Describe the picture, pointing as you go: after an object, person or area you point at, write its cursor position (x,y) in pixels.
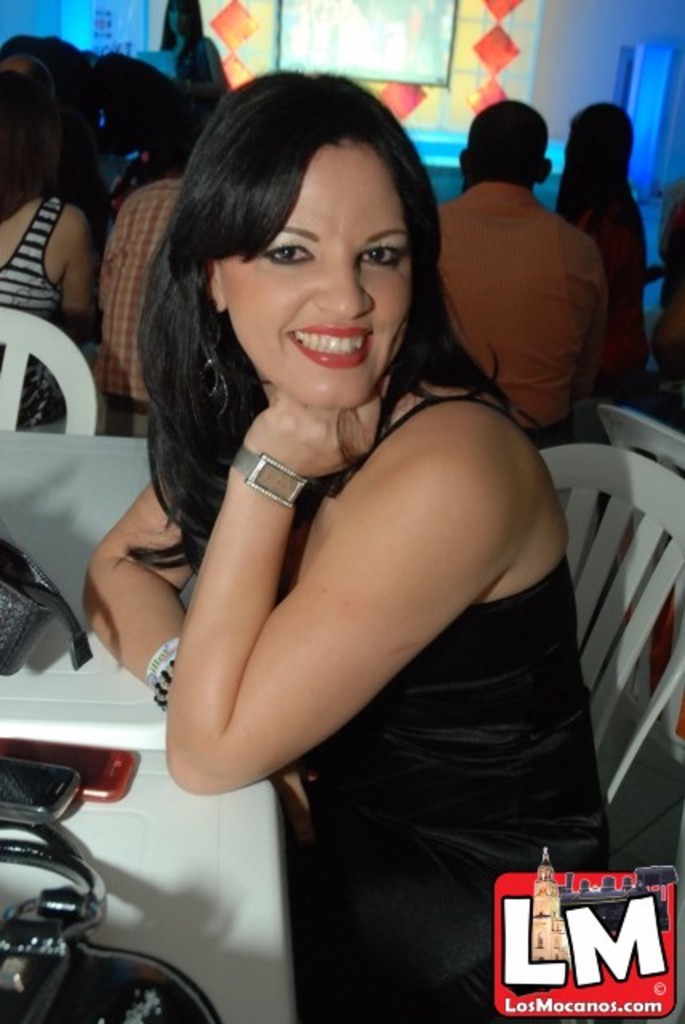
Here in this picture in the front (345,423) we can see a woman (357,475) in black colored dress (543,756) sitting on a chair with table (57,728) in front of her, we can see she is smiling and on the table (97,830) we can see hand bags (38,846) and mobile phones (14,760) present on the table (106,823) over there and behind her we can see number of people (501,264) sitting on chairs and a woman (199,36) is standing and speaking something over there.
